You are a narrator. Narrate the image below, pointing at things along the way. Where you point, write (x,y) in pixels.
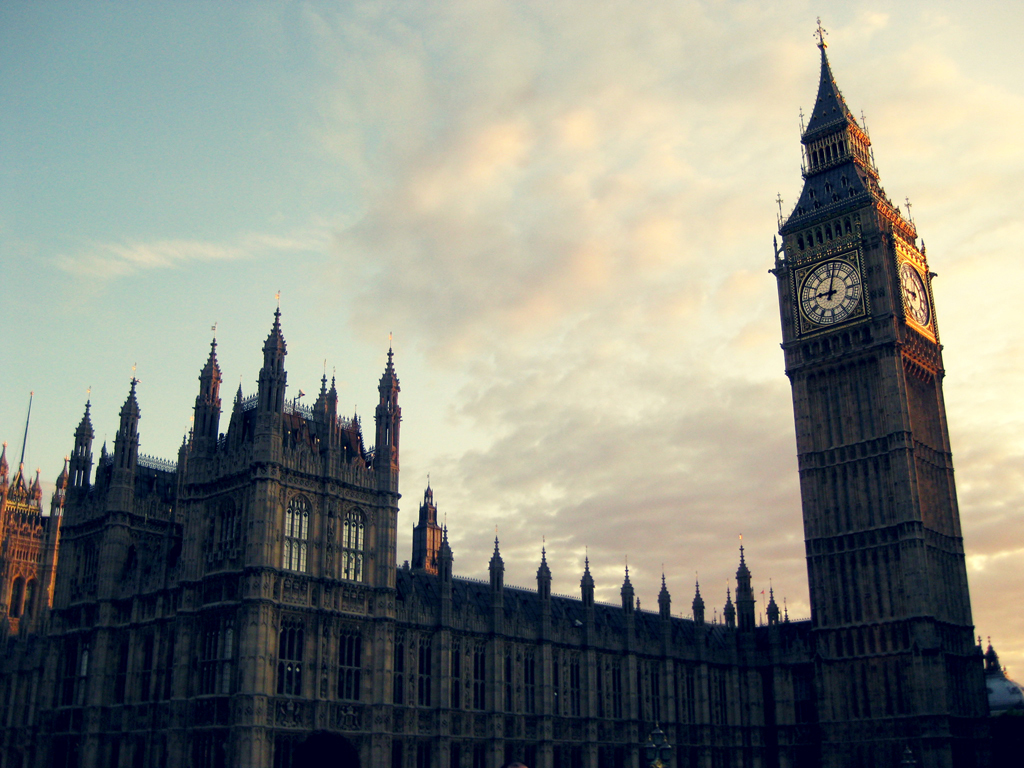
In this image I can see the clock tower (912,494), background I can see few buildings (145,586) and the sky (352,155) is in blue and white color.
